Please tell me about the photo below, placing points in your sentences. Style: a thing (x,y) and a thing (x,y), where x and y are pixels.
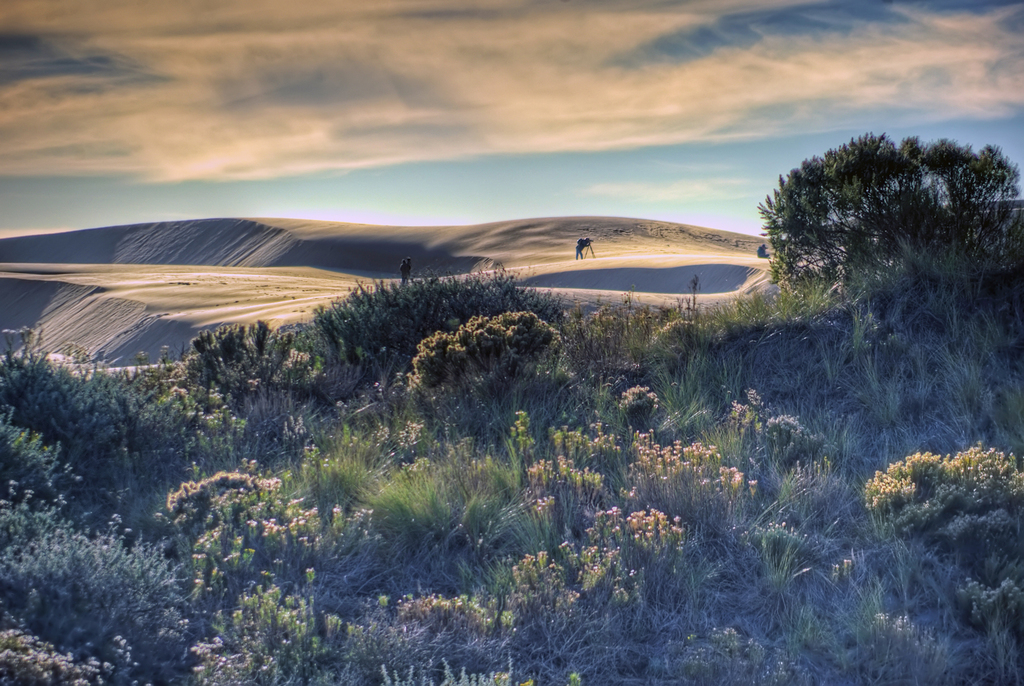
In this image we can see sky (462,130) with clouds (462,130), desert (288,277), trees (276,481) and persons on the sand (244,286).
